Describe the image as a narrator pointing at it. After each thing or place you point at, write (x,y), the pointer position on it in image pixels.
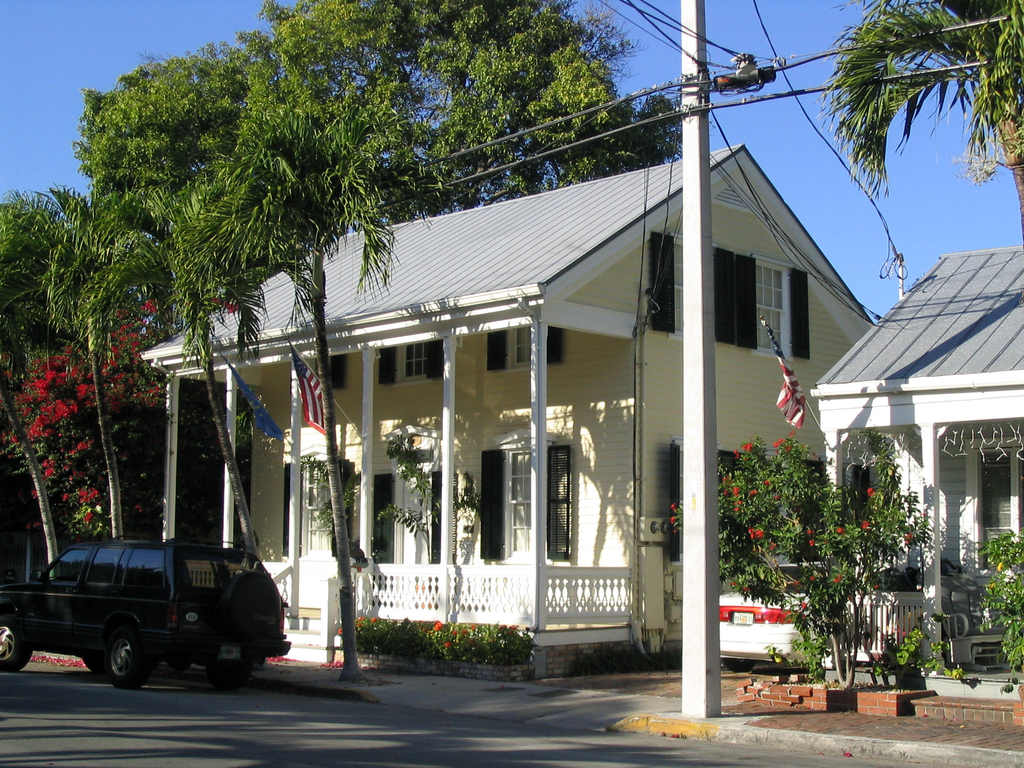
In this picture there are cars (62,619) at the bottom side of the image (27,594) and there are houses (494,364) in the center of the image (395,380), there are trees (412,33) in the image and there are wires (678,48) at the top side of the image (643,6), there is a pole (688,561) on the right side of the image (696,362), there is a flag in the image.
